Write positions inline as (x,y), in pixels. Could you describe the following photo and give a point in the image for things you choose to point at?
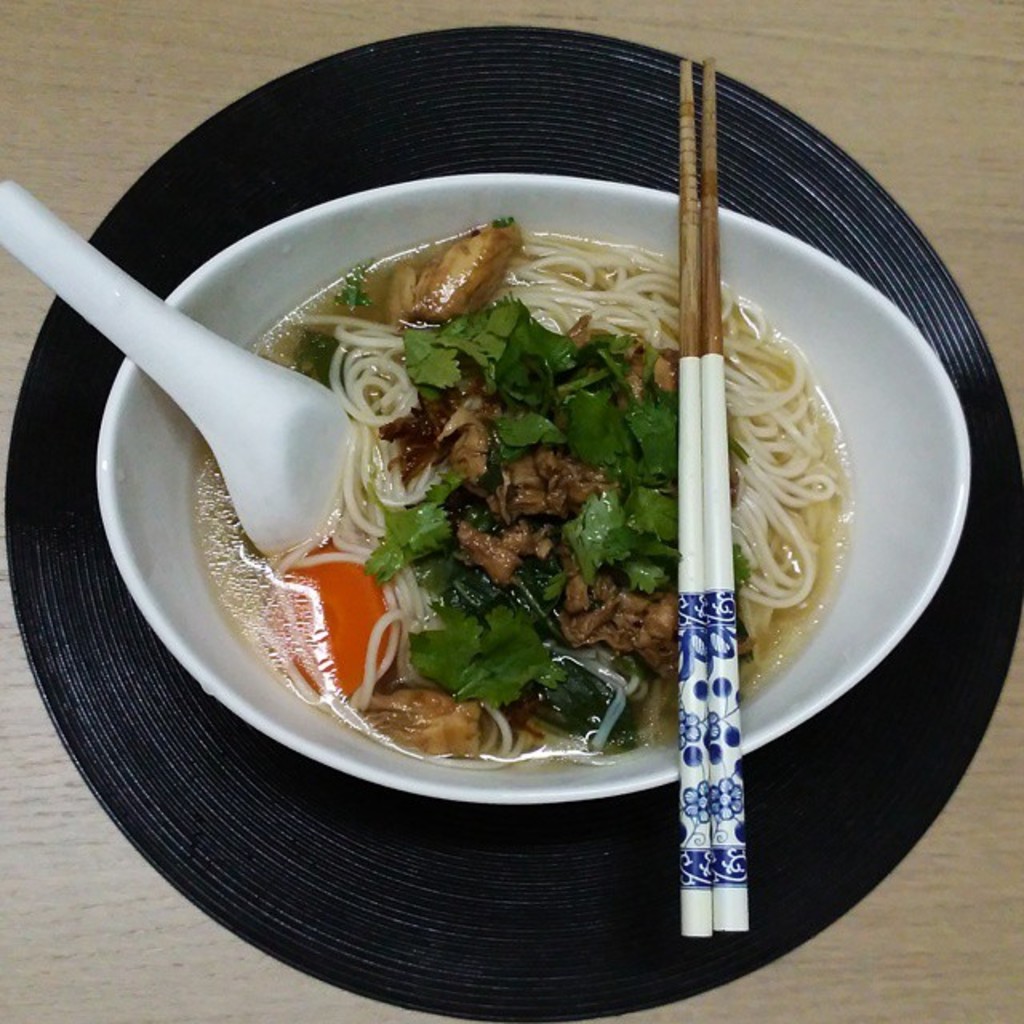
In this picture, There is a table (140,992) which is in yellow color on that table (80,972) there is a plate (568,927) which is in black color on that plate (807,200) there is a bowl (869,520) which is in white color and it contain some food items (574,516) and there is a spoon (302,416) which is in white color and there are two brown color sticks (713,336) on the bowl (701,206).
